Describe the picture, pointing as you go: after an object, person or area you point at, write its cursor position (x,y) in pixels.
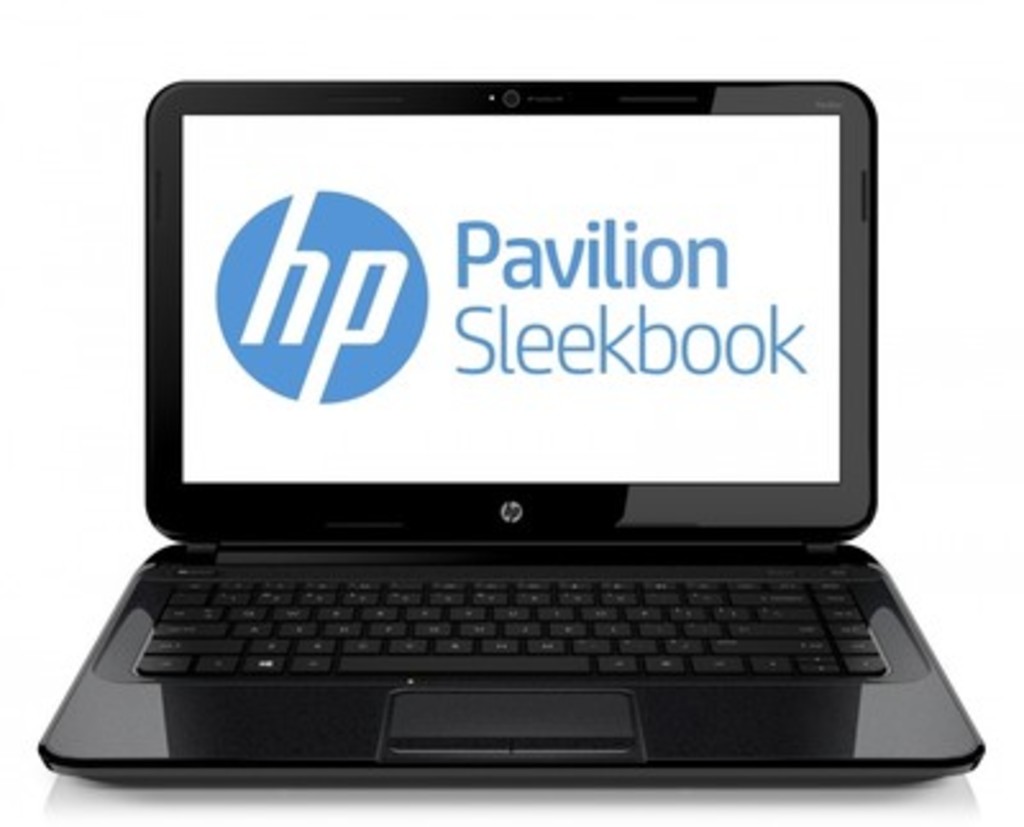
In the center of the image (494,501) we can see a laptop (448,587). On the laptop (285,600) we can see the keys (283,668) and text (500,368) on the screen (487,308).
